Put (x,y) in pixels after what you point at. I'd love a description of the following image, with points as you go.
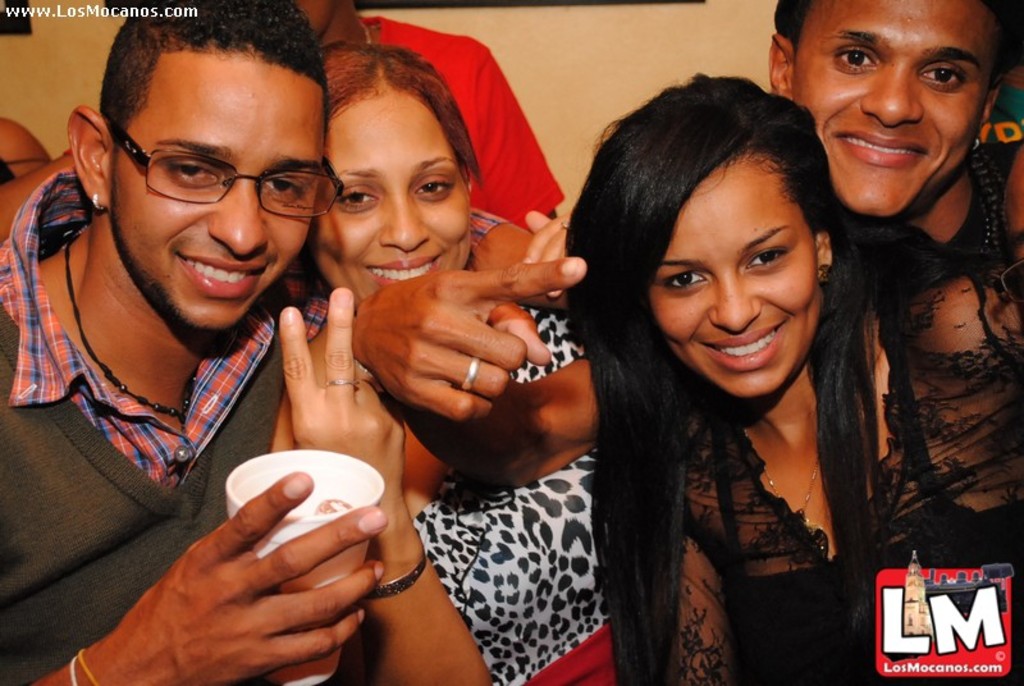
In this picture I can see there are four people (663,311) standing and the man (175,276) on to left (173,443) is smiling wearing spectacles (188,179) and holding a disposable cup (301,676) and there are three other people (650,262) and they are also smiling. In the backdrop (442,75) there is a man (452,63) standing and there is a wall (609,75).
